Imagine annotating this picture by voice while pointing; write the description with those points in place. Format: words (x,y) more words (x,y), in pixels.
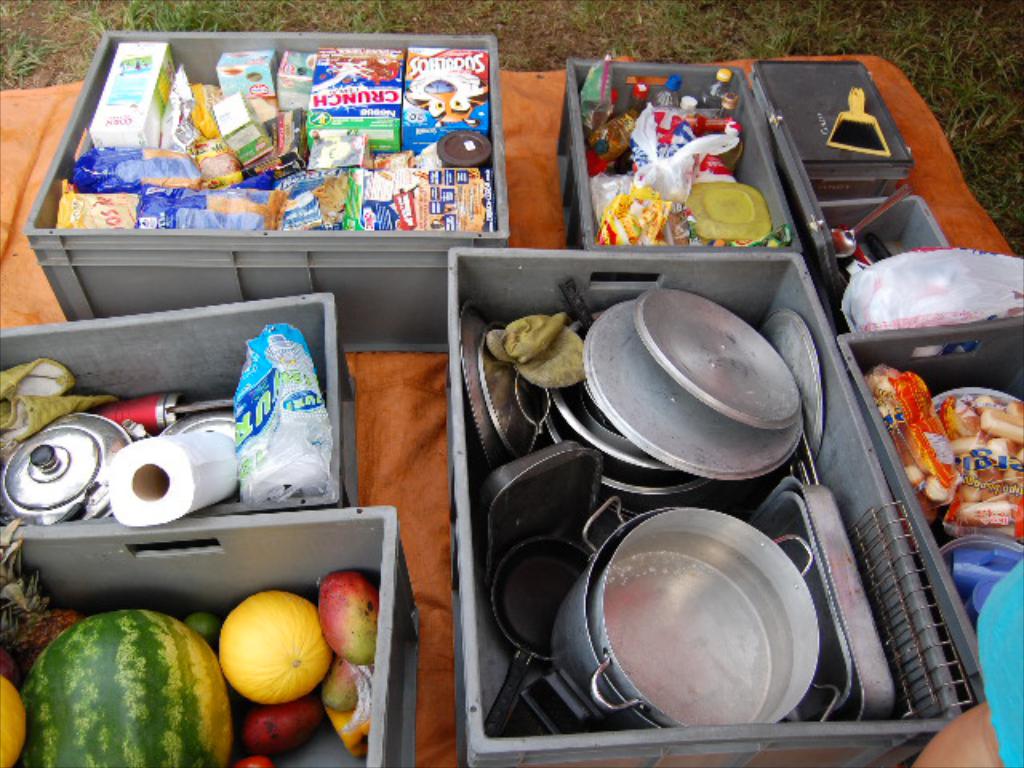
In this image I can see few utensils (645,518), vegetables (308,628) and few food items (420,192) in the gray color baskets (272,319) and the baskets (274,382) are on the orange color cloth (370,419). In the background (781,17) the grass (281,15) is in green color.
